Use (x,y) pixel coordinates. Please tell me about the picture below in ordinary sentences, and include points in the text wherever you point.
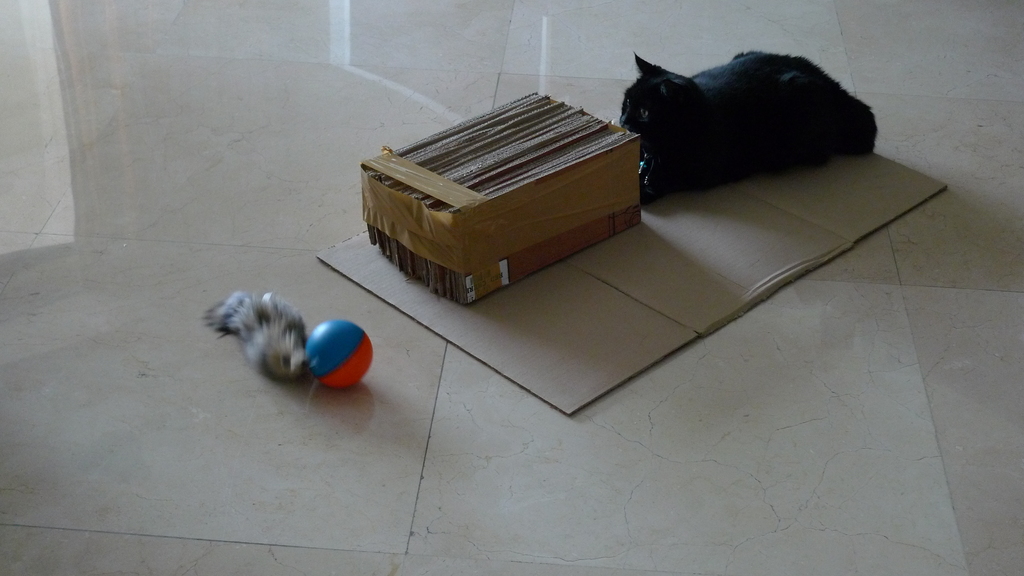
In this image I can see a cat (757,86) sitting on the cardboard sheet (743,206) and the cat (796,83) is in black color, in front (600,170) I can see a box (581,175) and a ball (360,361) in blue and orange color and the floor (181,162) is in cream color.
